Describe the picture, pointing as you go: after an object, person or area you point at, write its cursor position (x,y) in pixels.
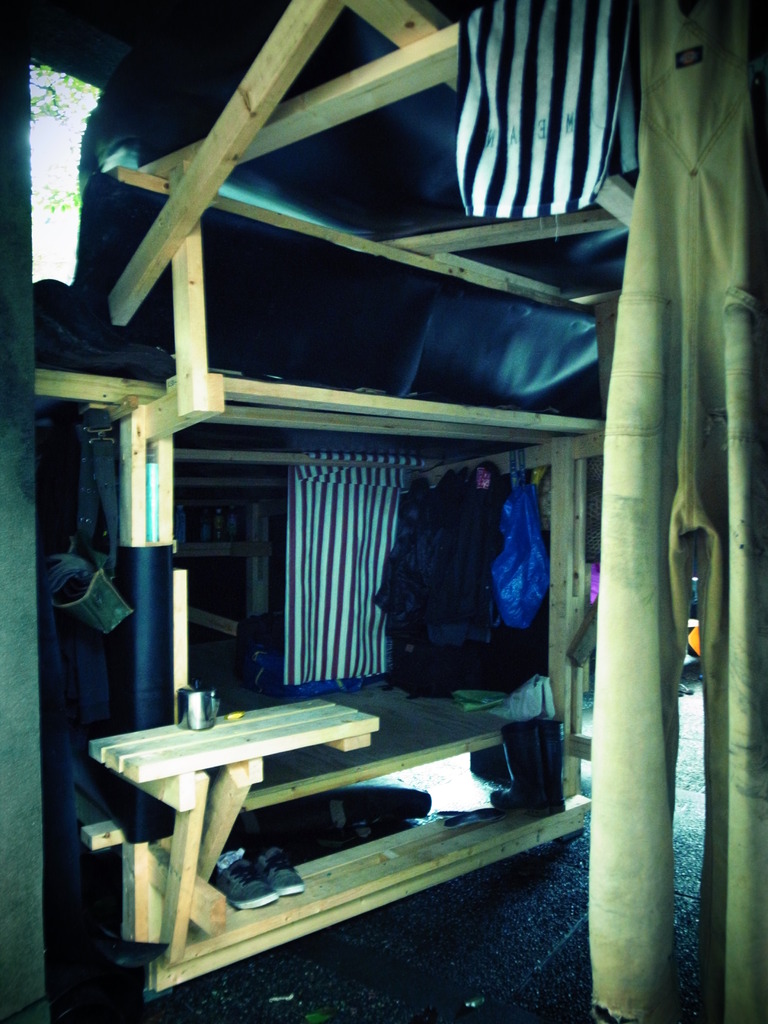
In this image, we can see wooden objects (193,368), clothes (443,634), cover (524,573), boots (537,766), shoes (241,902), few things (88,597). At the bottom (495,912), we can see surface (418,979). On the left side of the image (61,208), we can see tree leaves (61,197).
